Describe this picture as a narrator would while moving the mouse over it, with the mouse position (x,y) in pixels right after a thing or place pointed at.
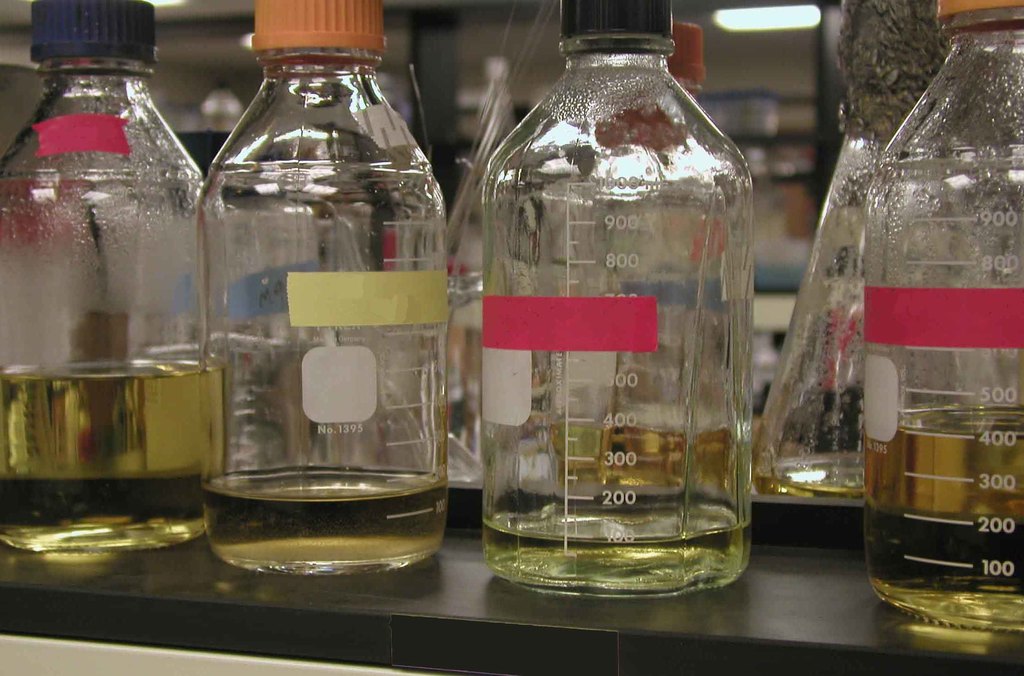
This image consists of bottles (407,407) and there is some liquid (504,570) in that bottles (719,577). There are stickers (519,313) placed on that bottles (366,243).
